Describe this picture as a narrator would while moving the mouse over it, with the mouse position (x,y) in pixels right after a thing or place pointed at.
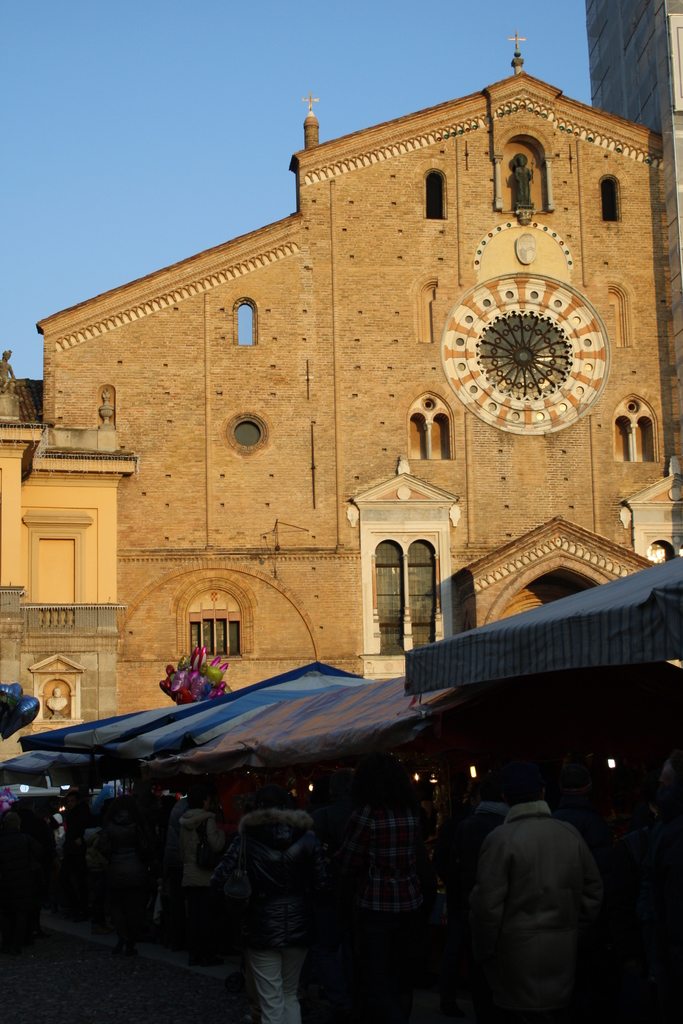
In this image I can see there is a building (423,424) in the backdrop (436,563) and it has windows (420,432). There are few tents (564,704) here at right side (598,661), there are few people (299,899) standing and the sky (232,164) is clear.
